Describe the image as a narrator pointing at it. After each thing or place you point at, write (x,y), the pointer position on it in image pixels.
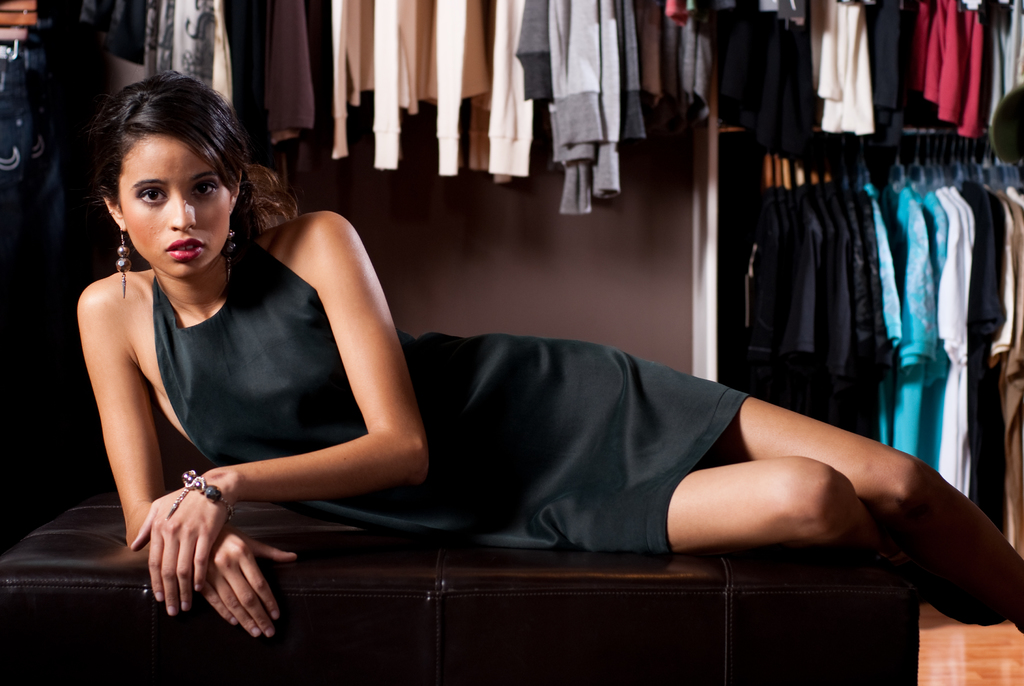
In this picture I can see a woman (650,507) laying on the bench (634,557), and in the background (972,257) there are clothes (937,219) hanging to the clothes hangers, and there is a wall (530,267).
